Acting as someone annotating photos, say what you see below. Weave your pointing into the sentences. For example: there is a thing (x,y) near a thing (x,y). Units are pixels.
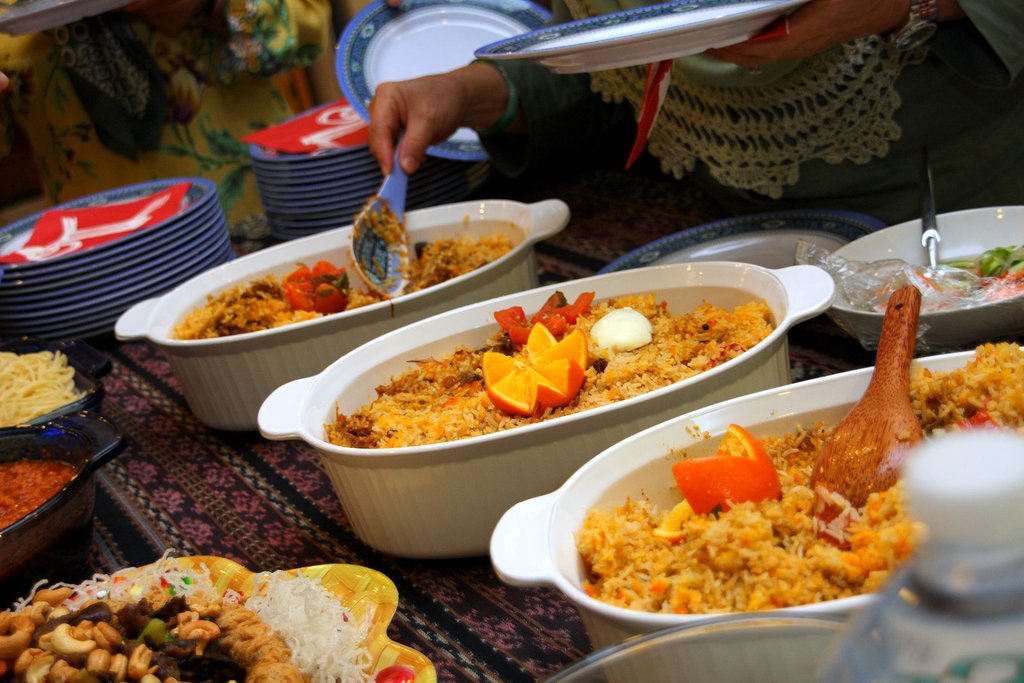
In this image we can see a person (733,63) holding a plate (597,61) and a spoon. There are bowls (555,516) and a plates (184,215) on a surface (437,621). And there are food items (360,413) in the bowls (528,486).
